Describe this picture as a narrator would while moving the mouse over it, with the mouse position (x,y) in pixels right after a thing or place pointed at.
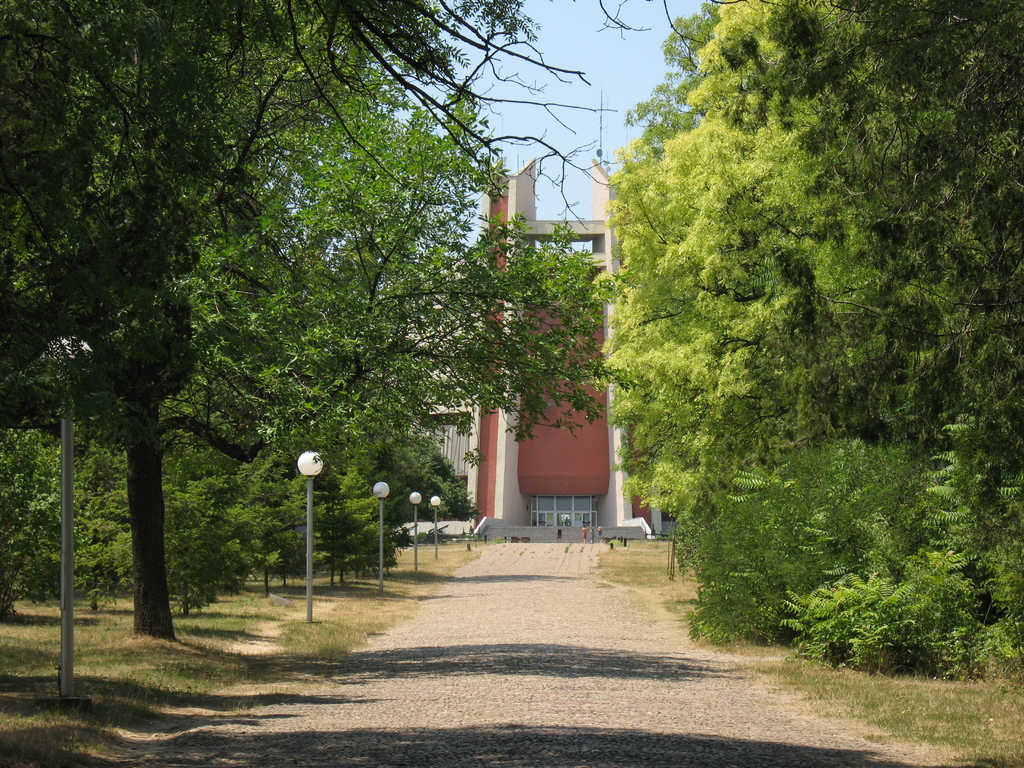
In this image we can see a road (508,673). On the left side (104,479) there are trees (209,499). Also there are light poles (432,500). On the right side (859,413) also there are trees (827,327). In the background (560,461) there is a building (568,446). At the top (562,93) there is sky (583,116). On the ground (14,683) there is grass (756,664).
